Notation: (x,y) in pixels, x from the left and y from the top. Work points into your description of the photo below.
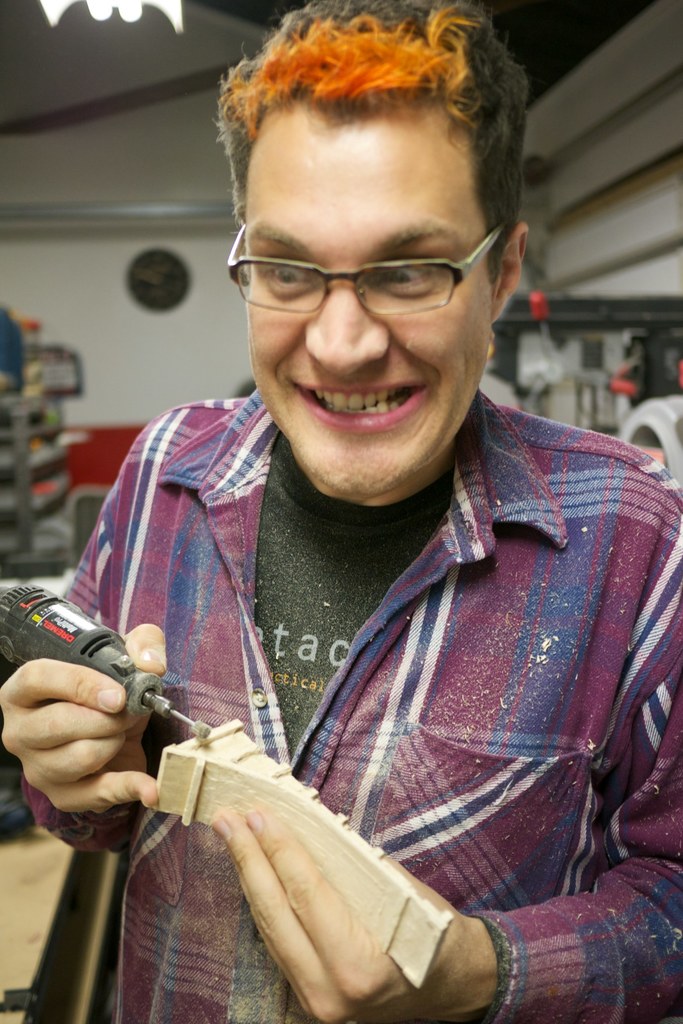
In this image we can see a person (441,371) holding a machine (52,610) and a wooden object (205,784) with his hands (284,943). In the background (0,192) we can see few objects (41,871) and wall (94,244).
